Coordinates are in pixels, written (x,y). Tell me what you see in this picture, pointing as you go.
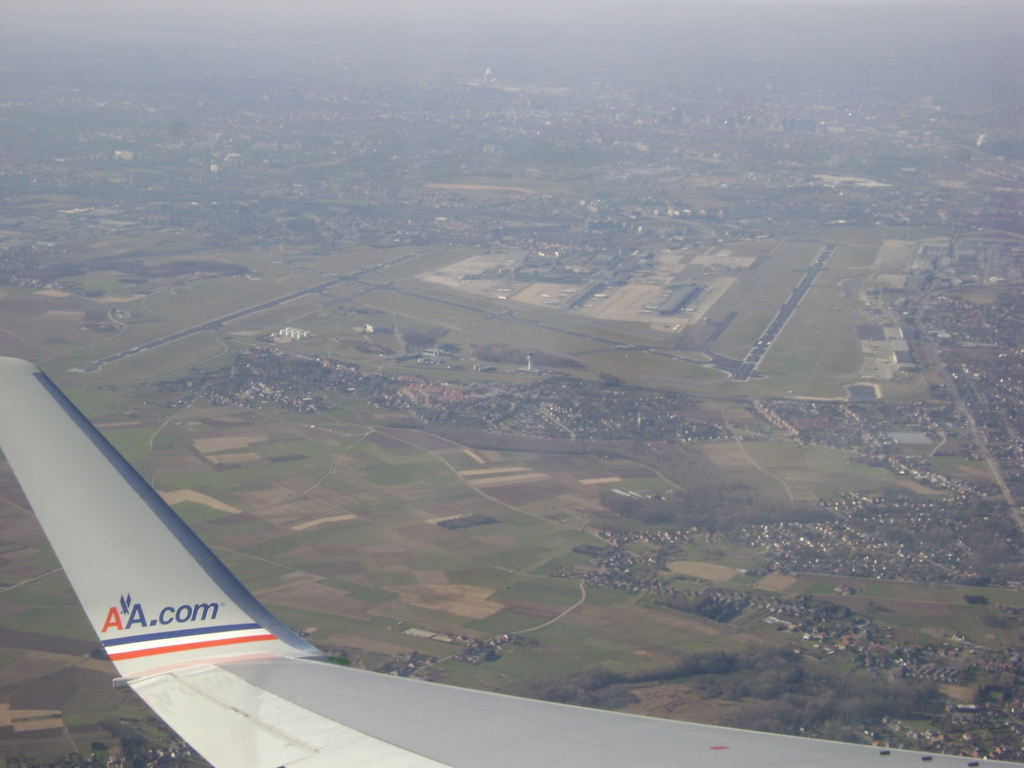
This picture consists of an aerial view, it seems to be there is a wing (308,645) of an aeroplane (281,665) at the bottom side of the image (361,700).
